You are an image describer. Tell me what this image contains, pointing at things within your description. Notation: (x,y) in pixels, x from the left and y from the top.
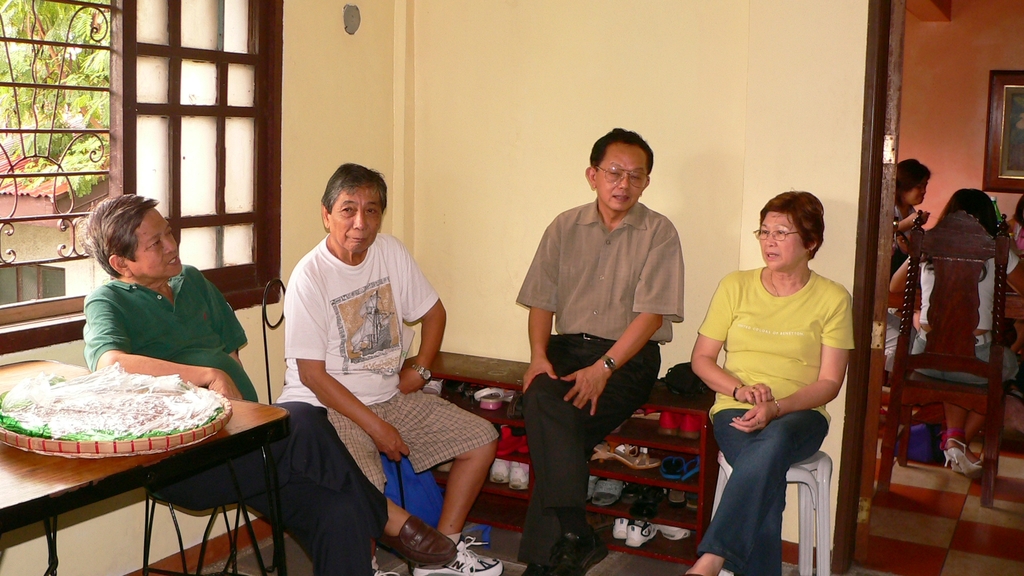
As we can see in the image there is wall (505,180), window (240,139), tables (263,447), chairs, few people (432,440) sitting here and there, photo frame (1023,147) and footwear's (518,485). Outside the window (74,259) there is a house (38,214) and tree (40,109).
